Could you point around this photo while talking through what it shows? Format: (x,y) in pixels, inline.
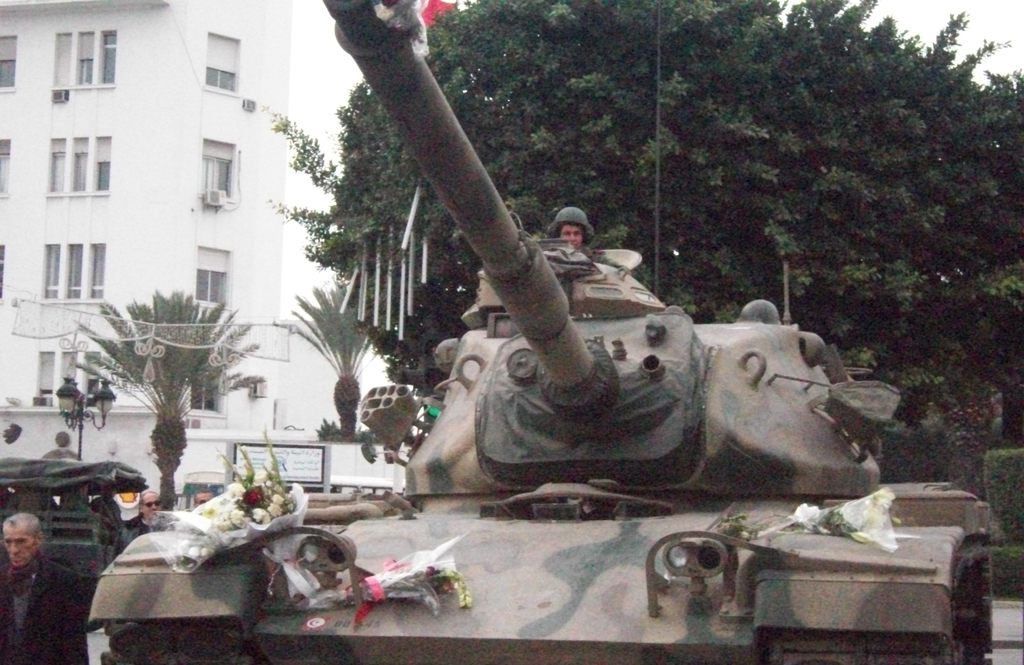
In the image there is a panzer (634,441) in the front (506,464) with flower bouquets (388,581) on it and a person (41,607) standing on left side of it, in the back (614,215) there are trees (341,426) with a building (50,47) beside it.
